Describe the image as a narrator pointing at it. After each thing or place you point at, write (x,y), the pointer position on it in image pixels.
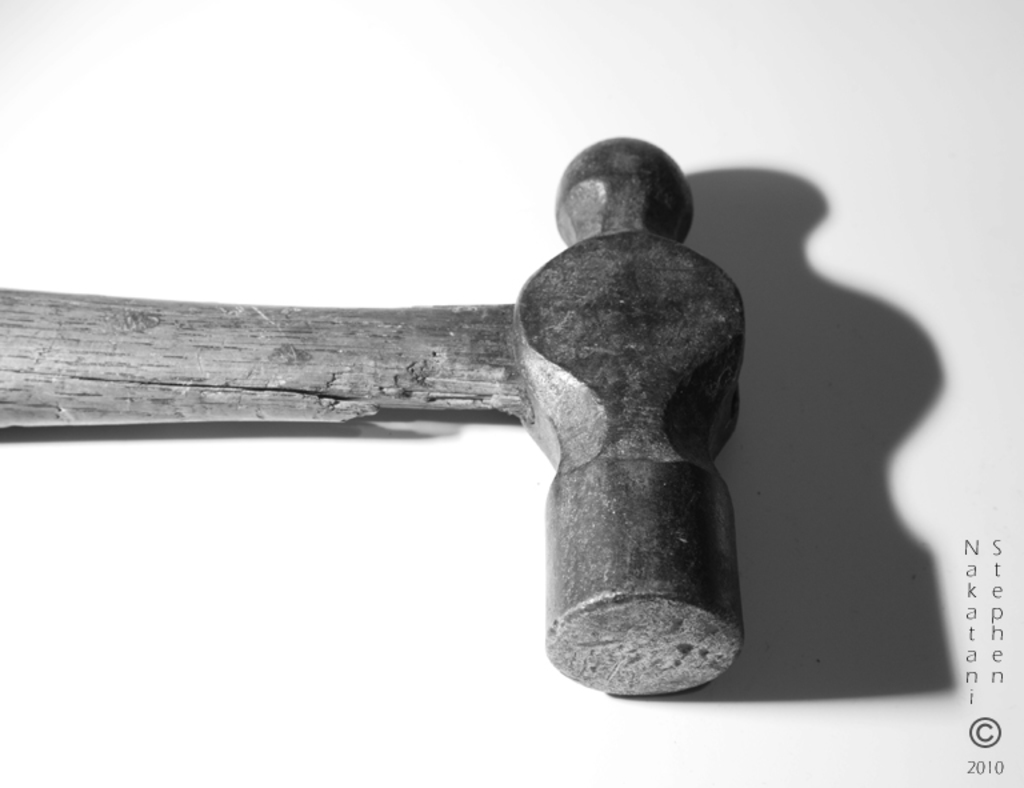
In this image we can see one hammer (79,337), some text (965,549) and numbers (989,771) on the bottom right side of the image (976,767). There is the white background (256,731).
